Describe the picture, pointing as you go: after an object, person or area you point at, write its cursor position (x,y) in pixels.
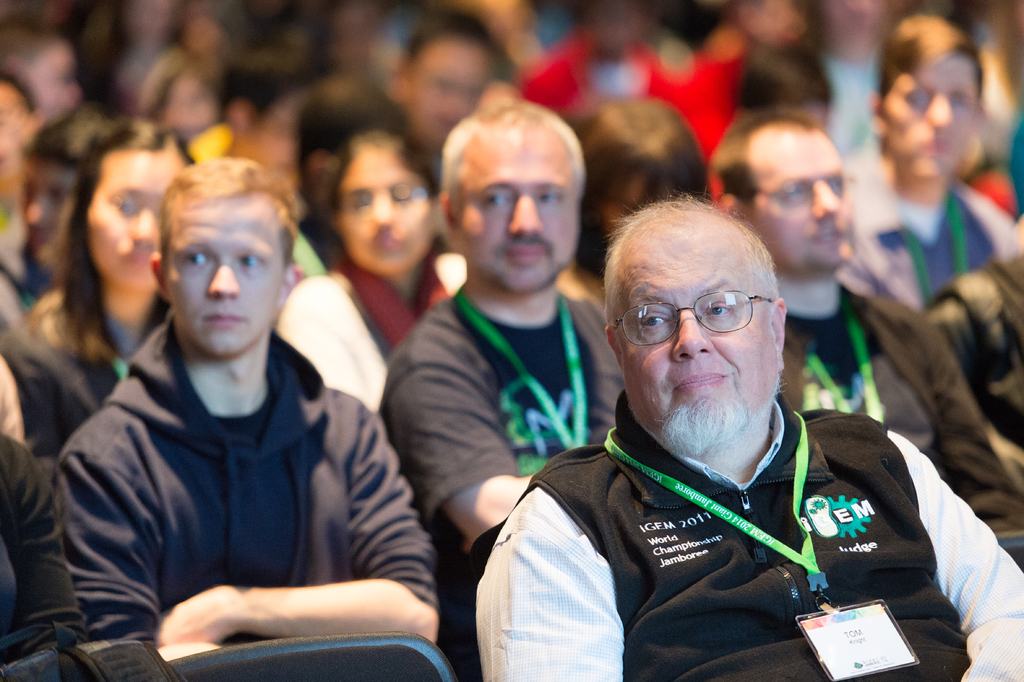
There are many people (476,201) sitting. Some are wearing green tag (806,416). Person (864,431) in the front (747,391) is wearing a specs (690,308).
